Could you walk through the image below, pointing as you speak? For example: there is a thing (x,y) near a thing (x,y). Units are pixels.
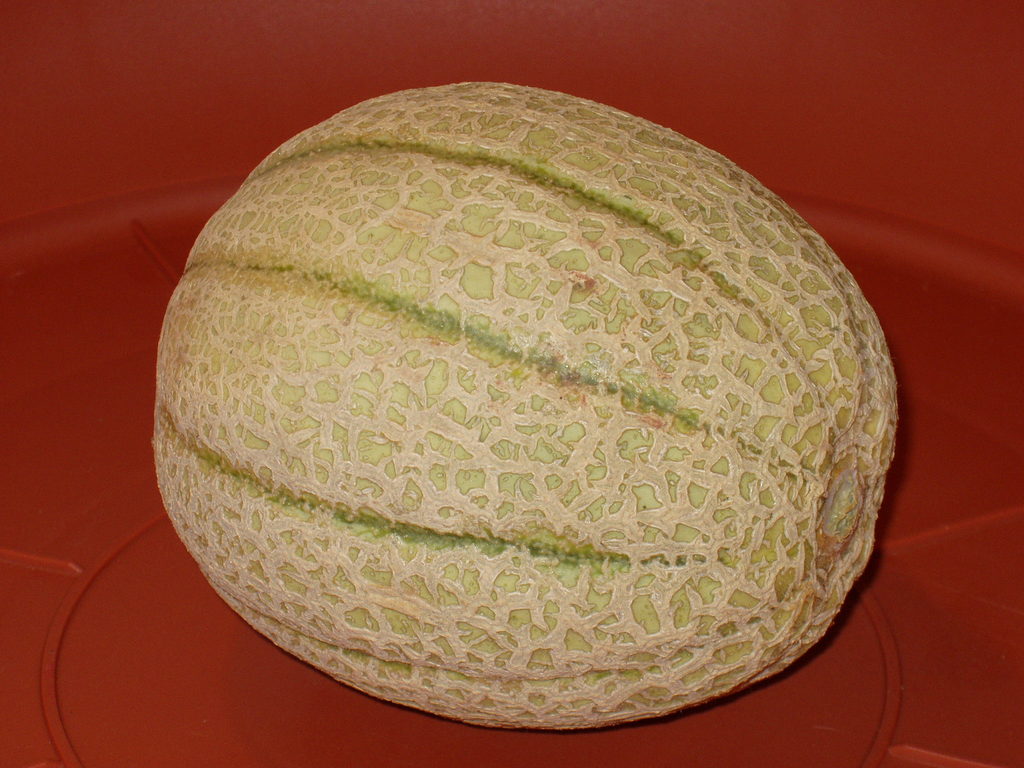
In the image I can see a melon (538,532) and the background (70,459) is red in color.
